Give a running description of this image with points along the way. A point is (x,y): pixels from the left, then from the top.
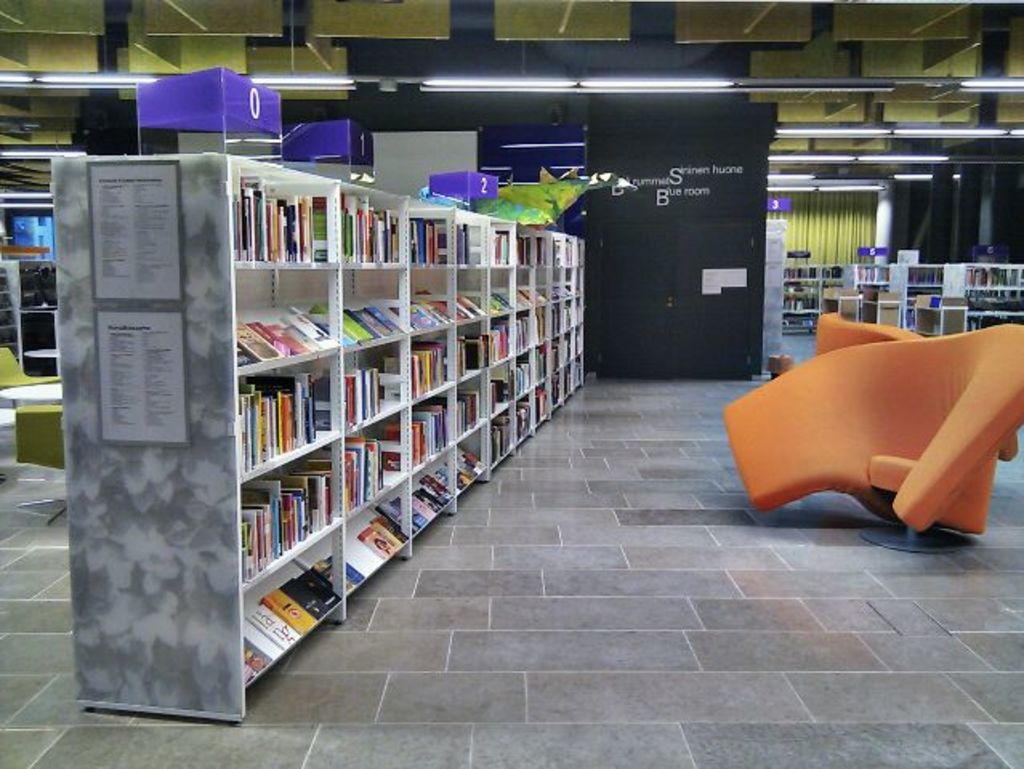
This picture shows an inner view of a hall (664,9). We see chairs (846,351) and book shelves (381,285) with books (870,276) and we see lights (60,78) and few chairs (51,432) and tables (40,391).
